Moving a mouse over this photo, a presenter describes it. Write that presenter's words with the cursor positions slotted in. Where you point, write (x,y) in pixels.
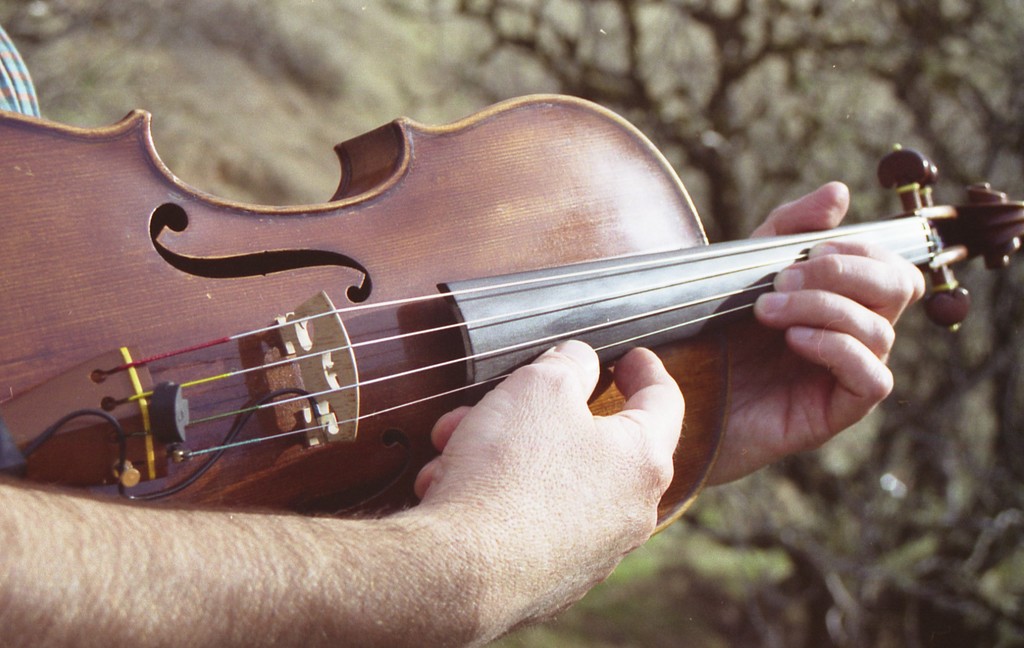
This image consists of a man (402,554) holding a violin (274,336). In the background (710,146), there are trees (691,13).
